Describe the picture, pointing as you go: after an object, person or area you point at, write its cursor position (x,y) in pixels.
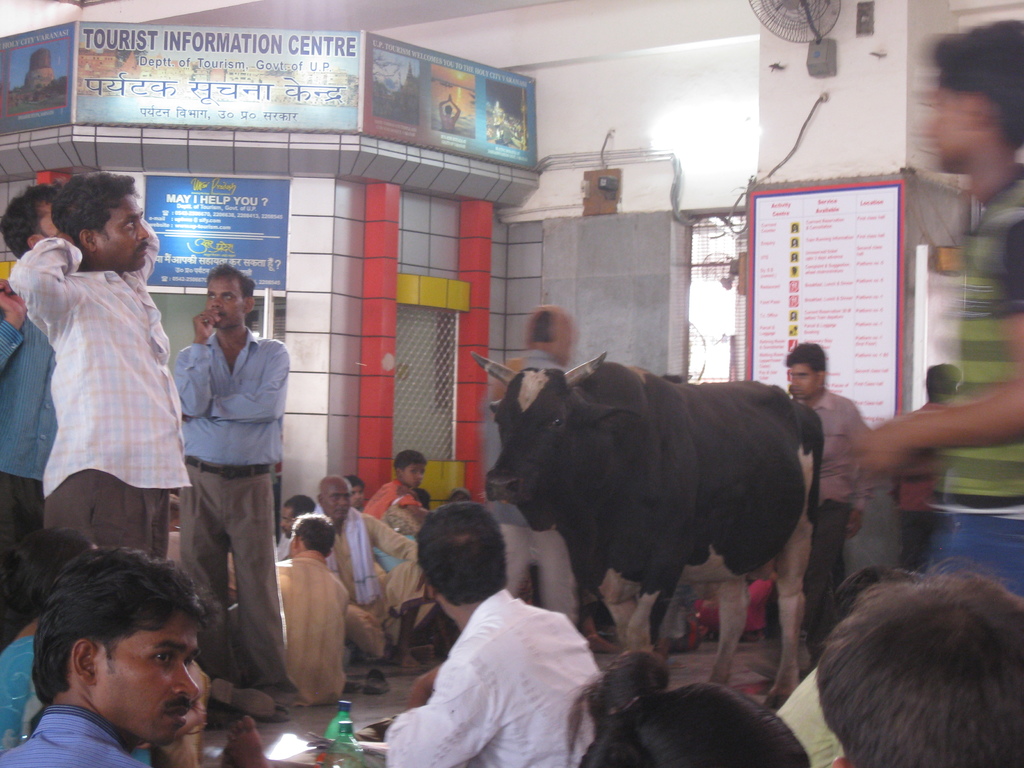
In the picture I can see a group of people (523,541) among them some are standing and some are sitting on the ground (604,650). I can see an animal (598,553) is standing on the floor (775,658), boards (463,73) attached to the wall (457,262) and a fan (790,21) attached to the pillar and some other objects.
